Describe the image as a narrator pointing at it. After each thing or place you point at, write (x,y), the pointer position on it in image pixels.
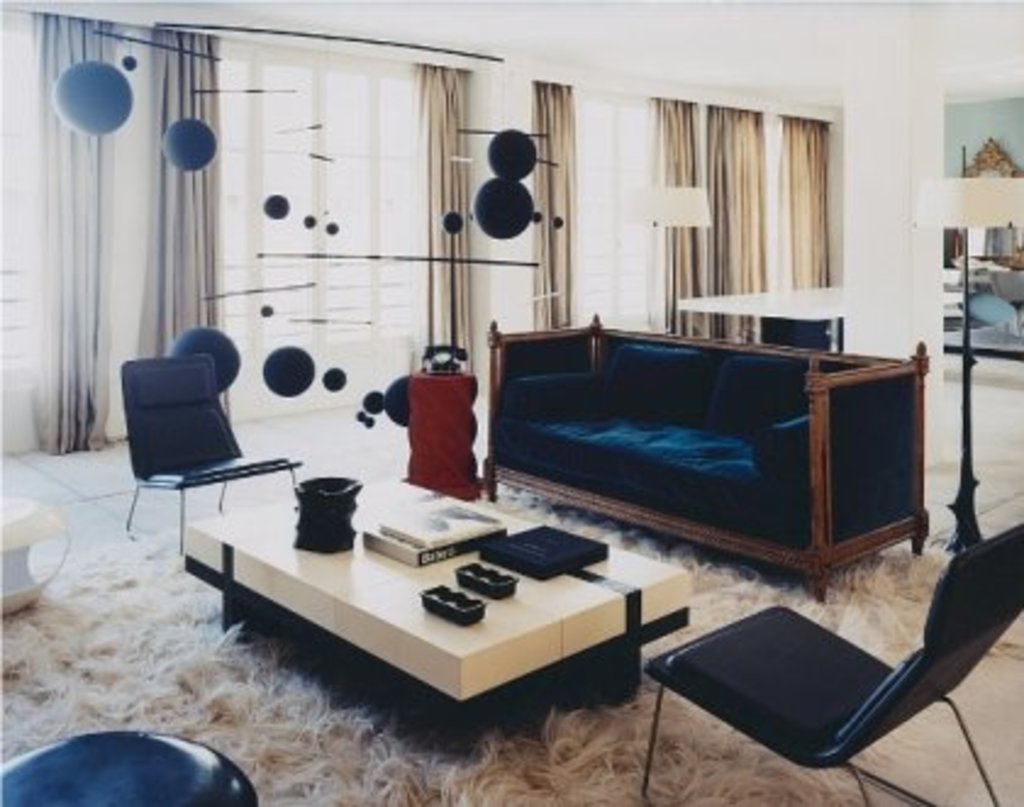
As we can see in the image there is a wall (576,73), curtains (433,206), window (364,171), chairs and table (515,614) over here.
